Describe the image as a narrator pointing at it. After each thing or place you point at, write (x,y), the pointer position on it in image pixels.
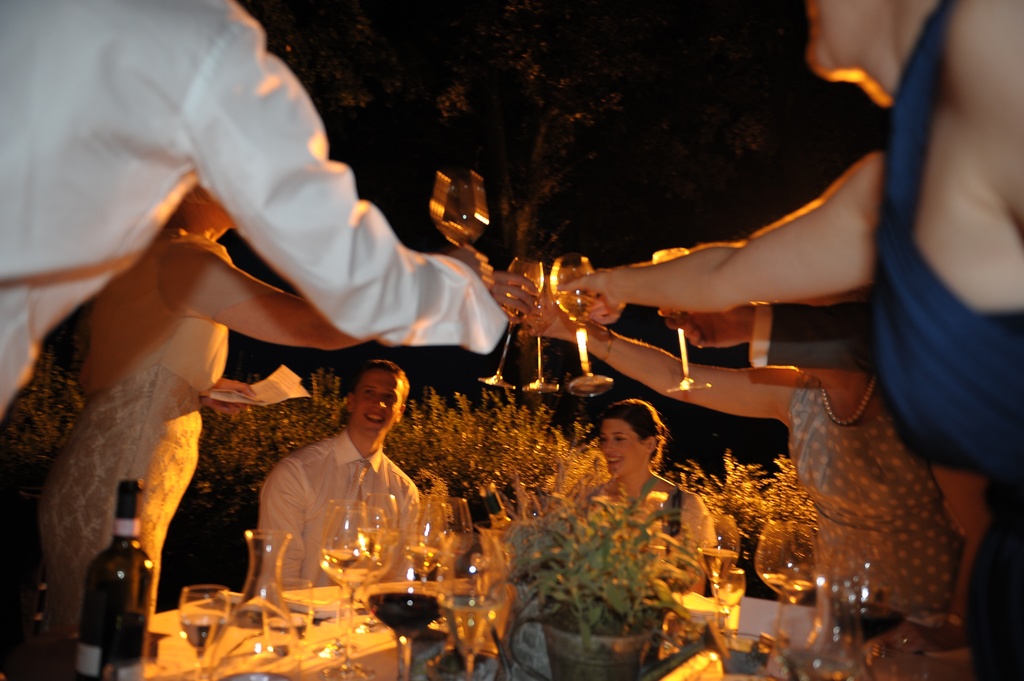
Here we can see some are sitting and some are standing, and in front (683,617) here is the table (309,653) and glasses (296,625) and some objects (555,651) on it, and at back (633,67) here is the tree (616,98).
